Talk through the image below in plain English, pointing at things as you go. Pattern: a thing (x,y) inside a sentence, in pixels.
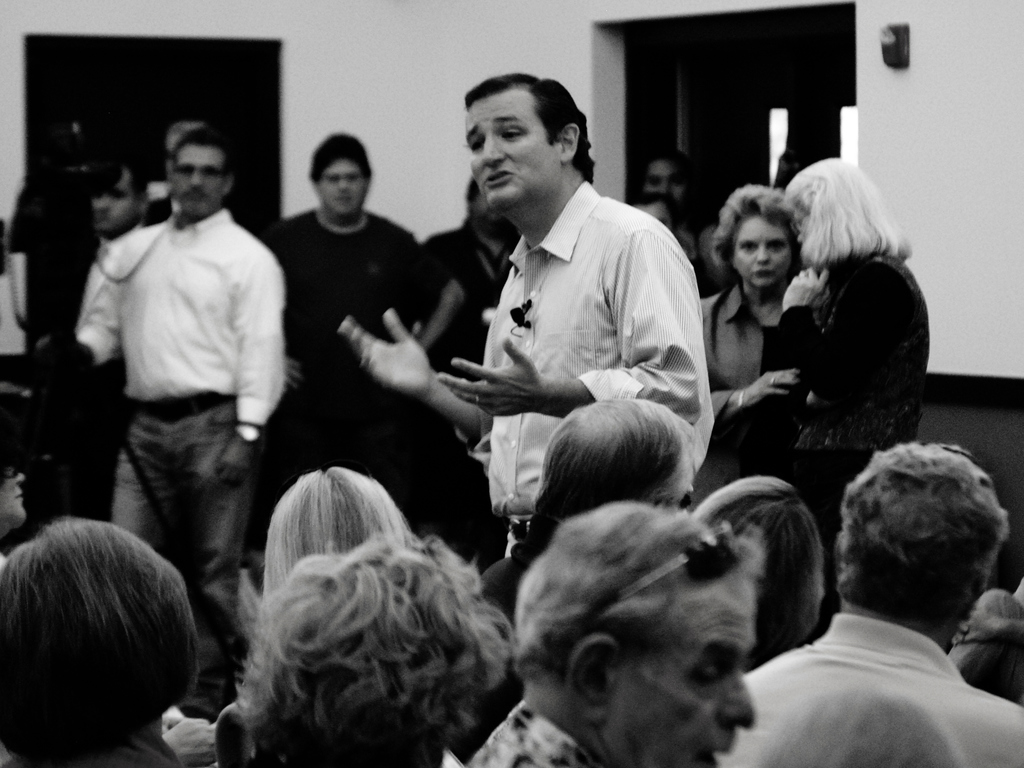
In this picture I can see a few people (339,500) sitting. I can see a few people (375,268) standing. I can see the black and white image.
